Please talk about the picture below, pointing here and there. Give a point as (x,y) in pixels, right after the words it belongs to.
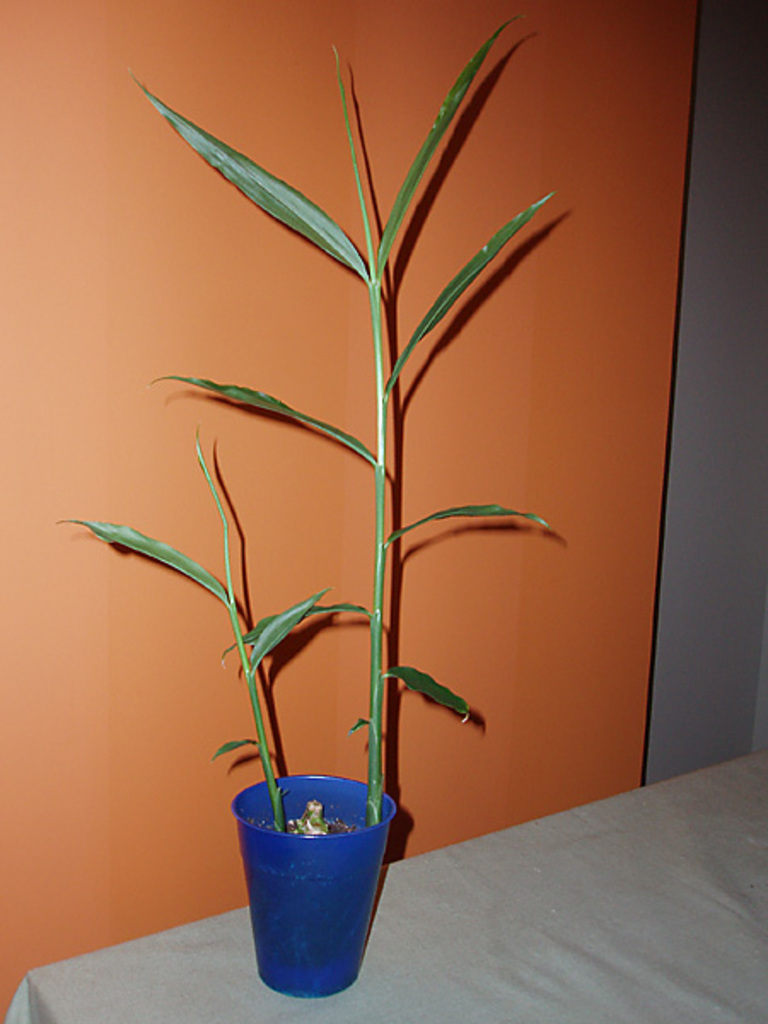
In this picture there is a small bamboo plant (303,823) in the blue pot (321,898), placed on the table top (244,986). Behind there is a orange color wall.
